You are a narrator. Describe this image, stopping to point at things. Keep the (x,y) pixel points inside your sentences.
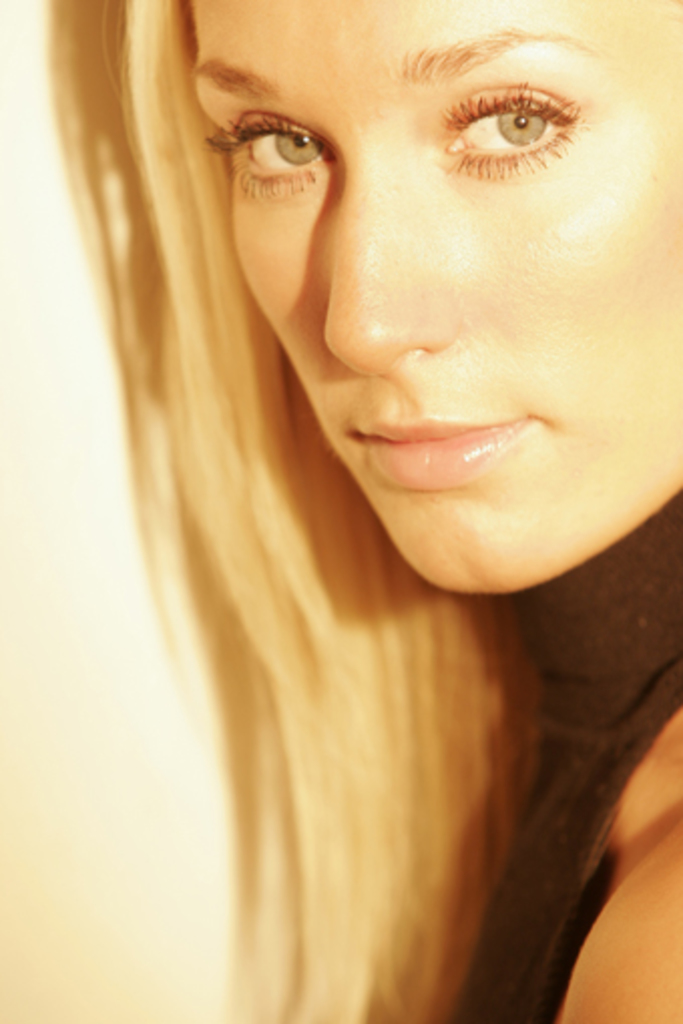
In the image in the center (413,676) we can see one woman (391,467) is smiling, which we can see on her face (425,504). In the background (92,529) there is a wall (53,467).
